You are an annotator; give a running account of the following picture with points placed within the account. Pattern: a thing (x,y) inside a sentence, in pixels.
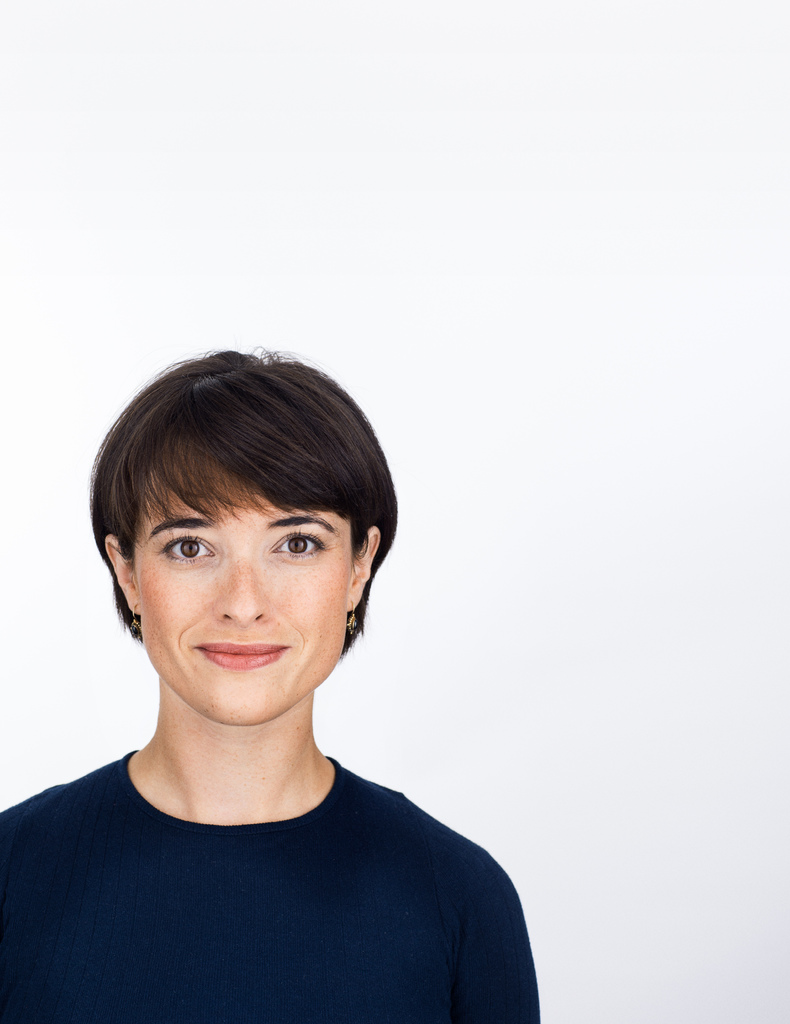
In this image there is a lady (386,801) wearing navy blue T-shirt (248,924).
